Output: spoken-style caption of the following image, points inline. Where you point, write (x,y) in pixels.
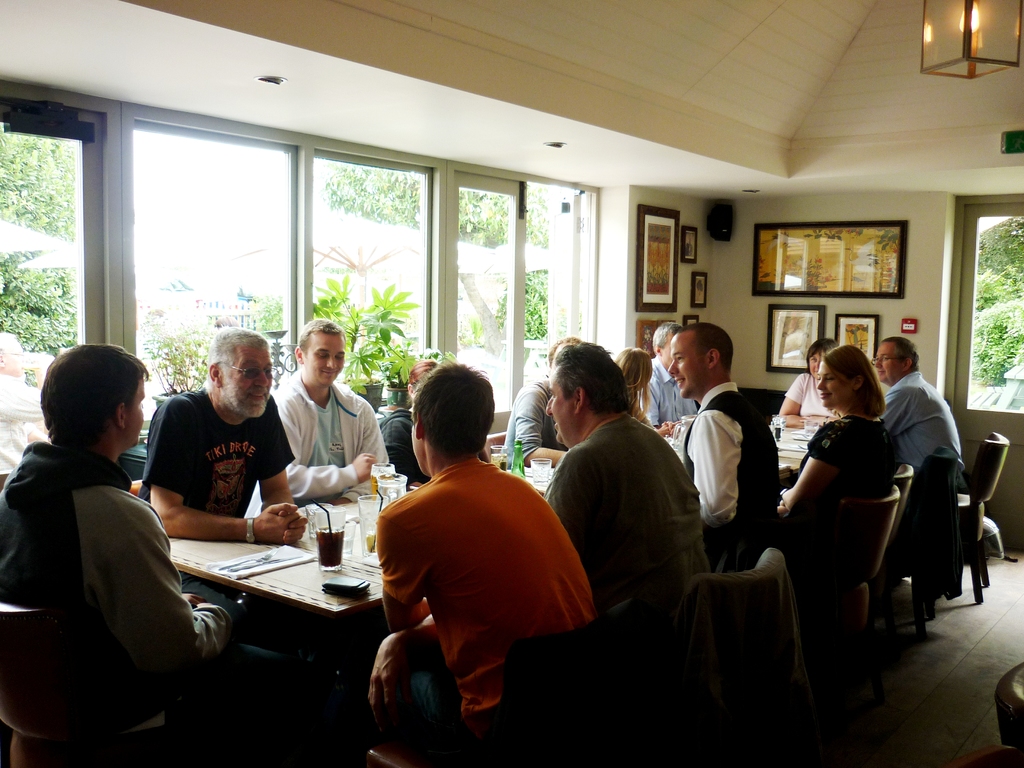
It is a restaurant (295,328), group of people (941,433) are sitting together some glasses (374,511) and drinks (338,540) are kept on the table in between them, to the right side (810,223) to the wall (819,236) there are lot of photos (797,264), in the background (383,295) there are some windows (419,263), behind the windows (362,222) few trees (404,197) and plants (532,311).
